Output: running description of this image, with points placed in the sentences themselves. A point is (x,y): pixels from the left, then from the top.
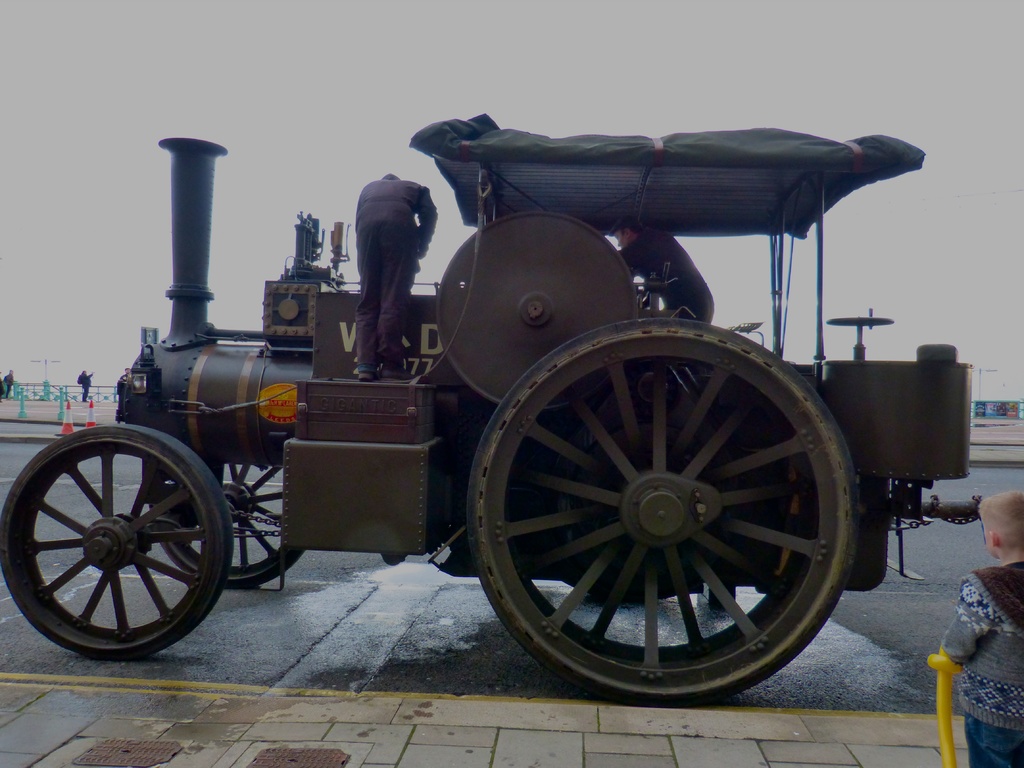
In this image I can see a vehicle (512,451) on the road (483,600). On the vehicle (543,329) I can see people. In the background (475,112) I can see the sky (584,102) and other objects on the ground (278,748).
